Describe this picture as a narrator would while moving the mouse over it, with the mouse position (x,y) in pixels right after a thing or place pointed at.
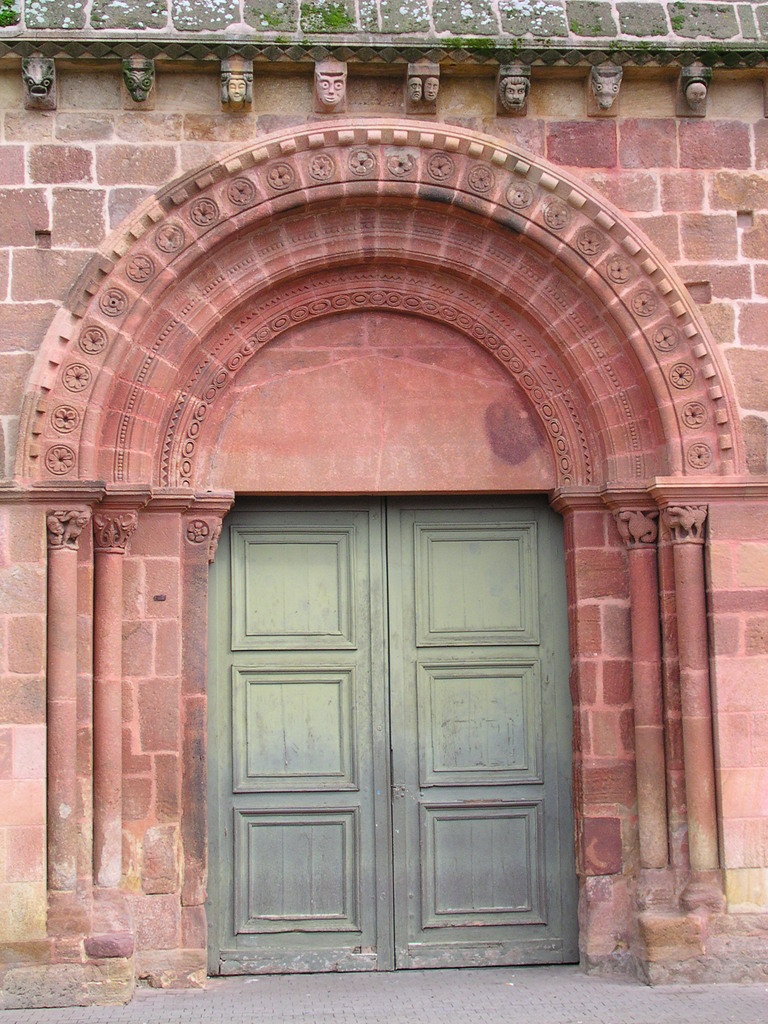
In this picture there is a building (669,450). In the foreground (524,539) there is a door (524,867) and there are pillars (59,902) and their sculptures (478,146) and there are plants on the wall (300,16). At the bottom (444,1008) there is a road (482,999).
